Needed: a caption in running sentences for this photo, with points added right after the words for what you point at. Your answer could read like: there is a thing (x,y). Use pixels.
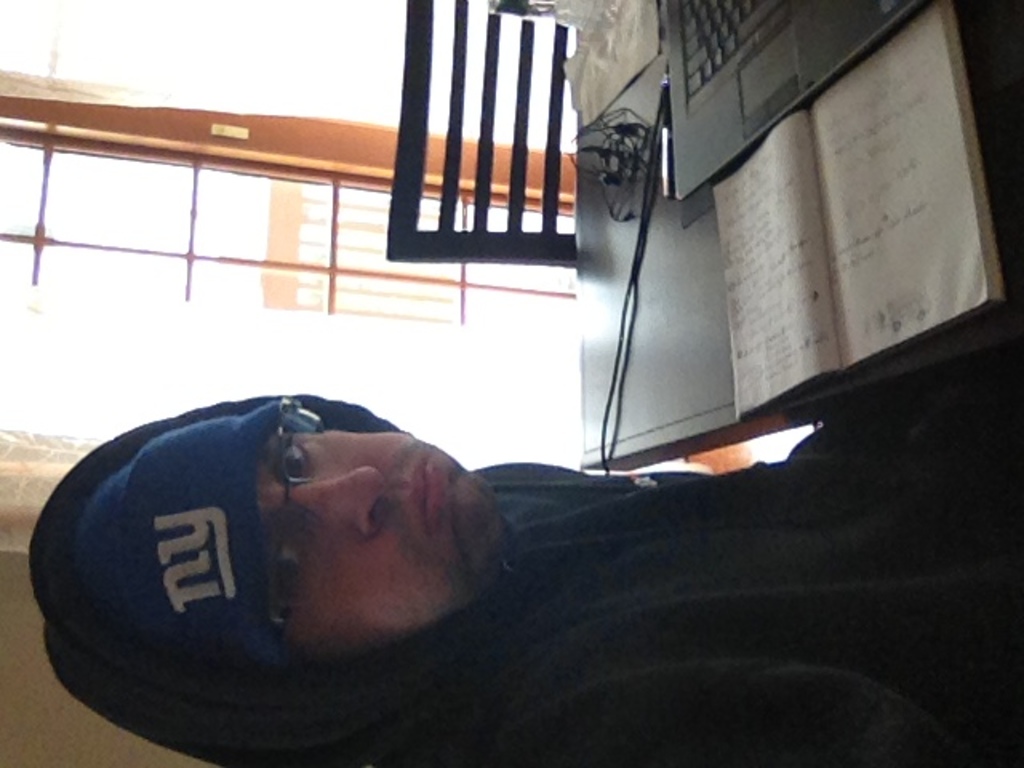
In this picture we can see a man (514,492), he wore spectacles (298,404) and a cap (179,572), in front of him we can see a book (749,308), laptop (681,111), earphones (626,115) and other things (655,181) on the table (671,397), in the background (375,70) we can see curtains (396,367), metal rods (466,305) and a chair (493,107).
